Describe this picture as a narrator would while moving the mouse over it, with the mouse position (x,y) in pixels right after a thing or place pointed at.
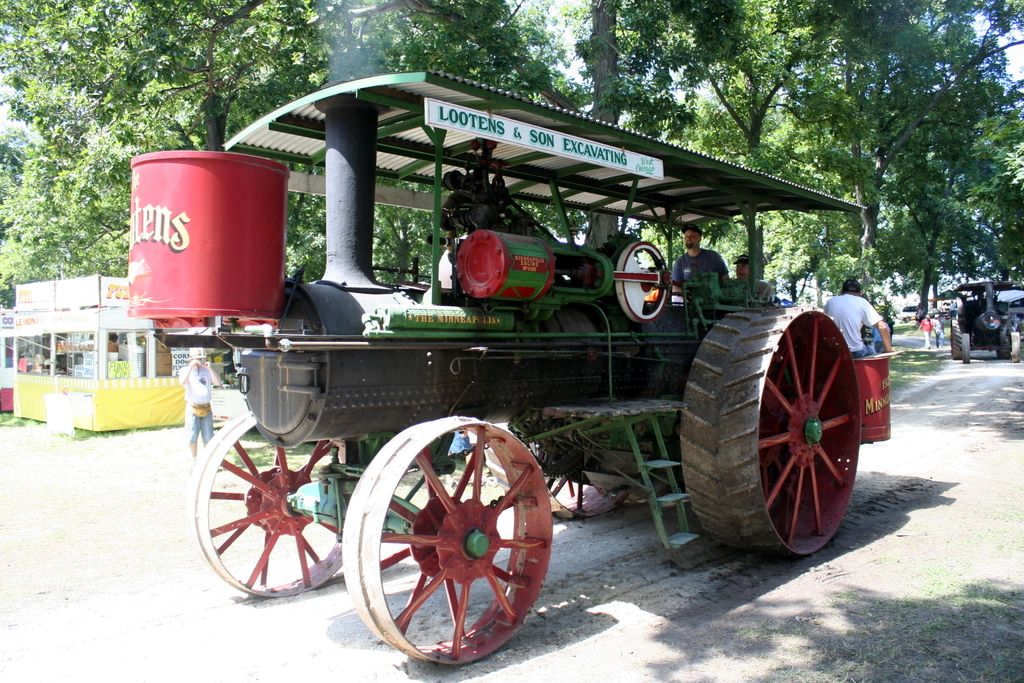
In this image, we can see few people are riding a vehicle (519,547) on the road (610,641). On the right side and left side, we can see few people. Here there is a vehicle (981,340) on the road (991,380). On the left side (23,319) we can see stalls (124,391). Background (54,254) there are so many trees (40,240).
